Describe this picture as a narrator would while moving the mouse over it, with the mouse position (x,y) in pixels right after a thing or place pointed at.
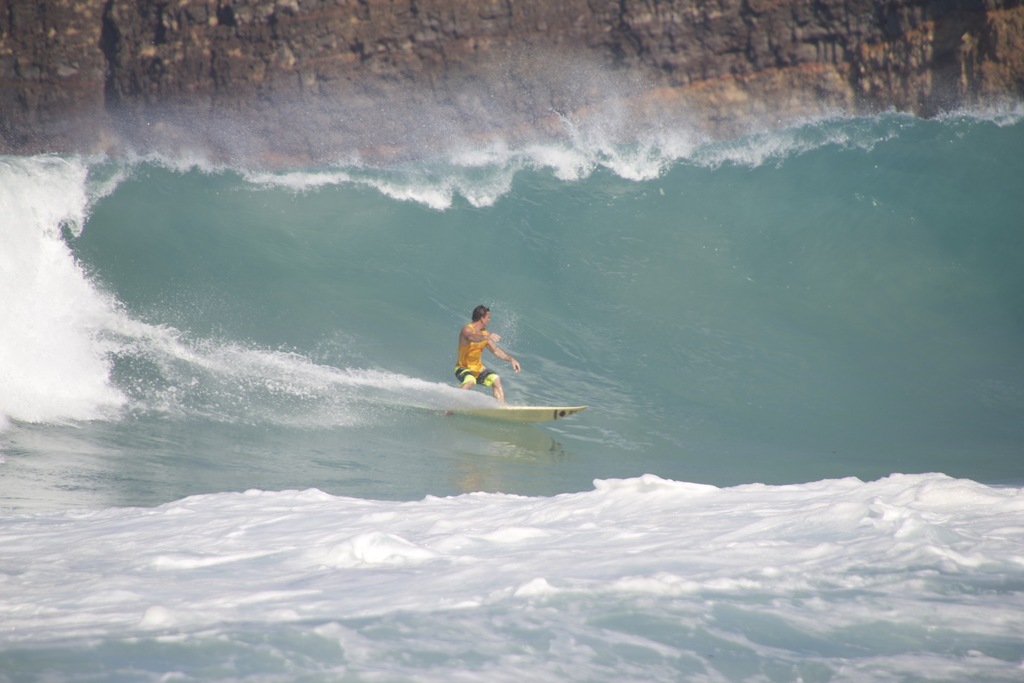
In the picture I can see a man (485,370) is doing surfing on a surfboard (525,406). The man (480,373) is wearing shorts (492,382). In the background (458,384) I can see the water (513,397).
